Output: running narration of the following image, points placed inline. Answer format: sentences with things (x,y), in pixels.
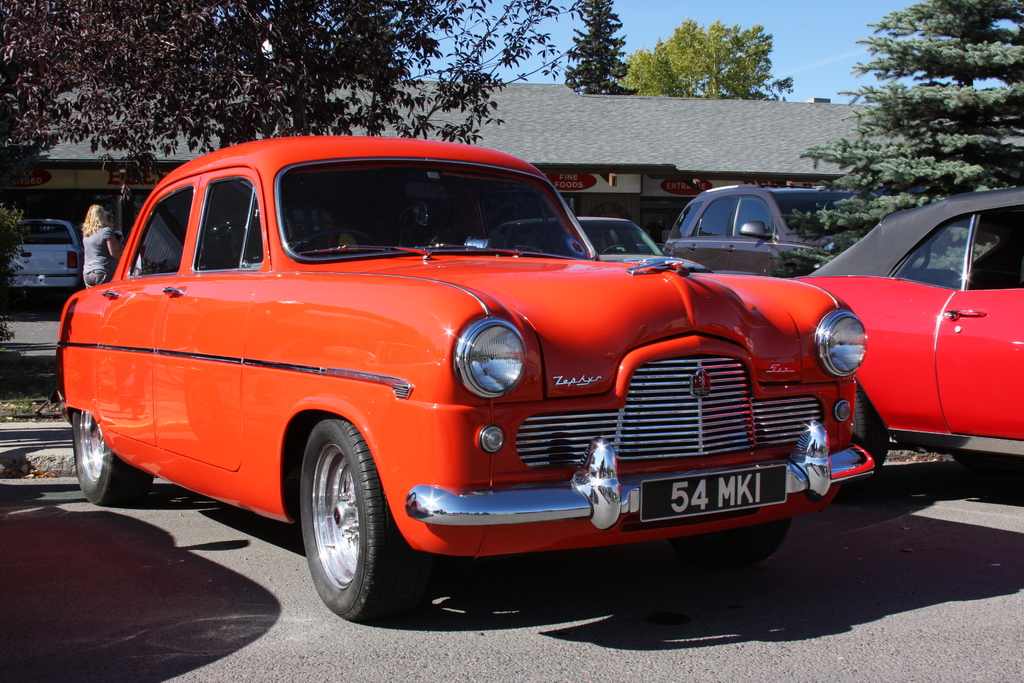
In this picture there are different types of cars (628,326) on the road (707,672). On the left side of the image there is a person (111,267) standing behind the car (119,289). At the back (77,204) there is a building (683,182) and there are trees (976,62). At the top (794,40) there is sky (817,23).
